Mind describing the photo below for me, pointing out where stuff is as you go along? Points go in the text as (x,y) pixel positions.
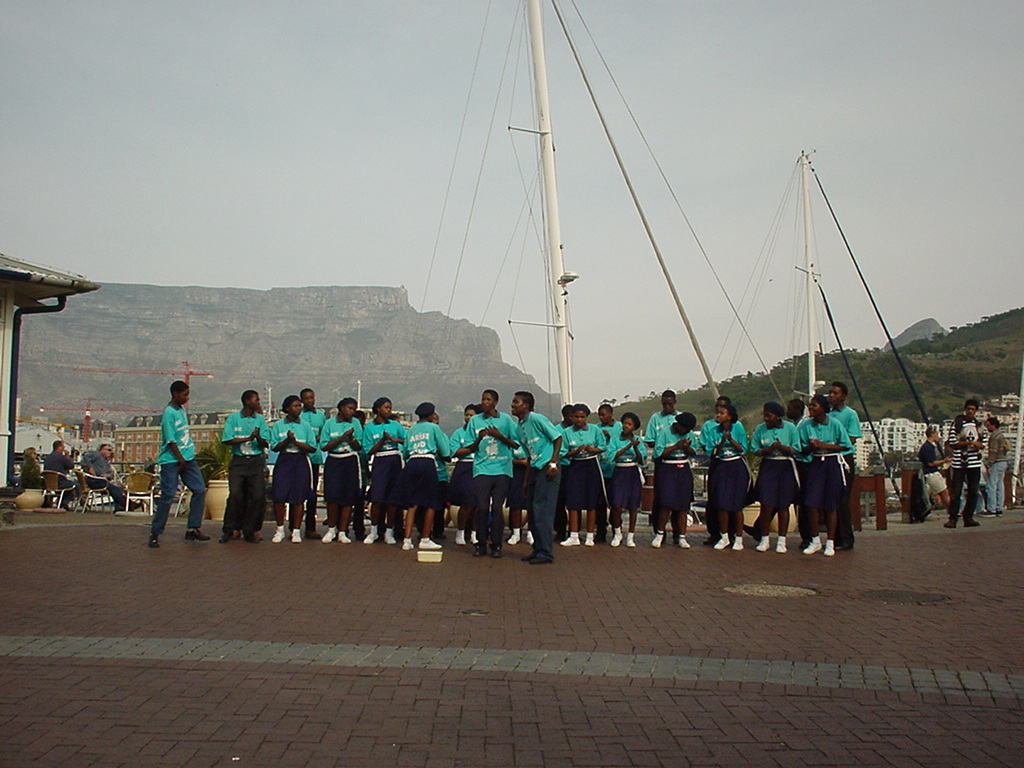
There are people (741,458) and we can see plants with pots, roof top (48,295), poles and ropes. In the background (747,387) we can see buildings (37,426), trees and sky (820,158).
